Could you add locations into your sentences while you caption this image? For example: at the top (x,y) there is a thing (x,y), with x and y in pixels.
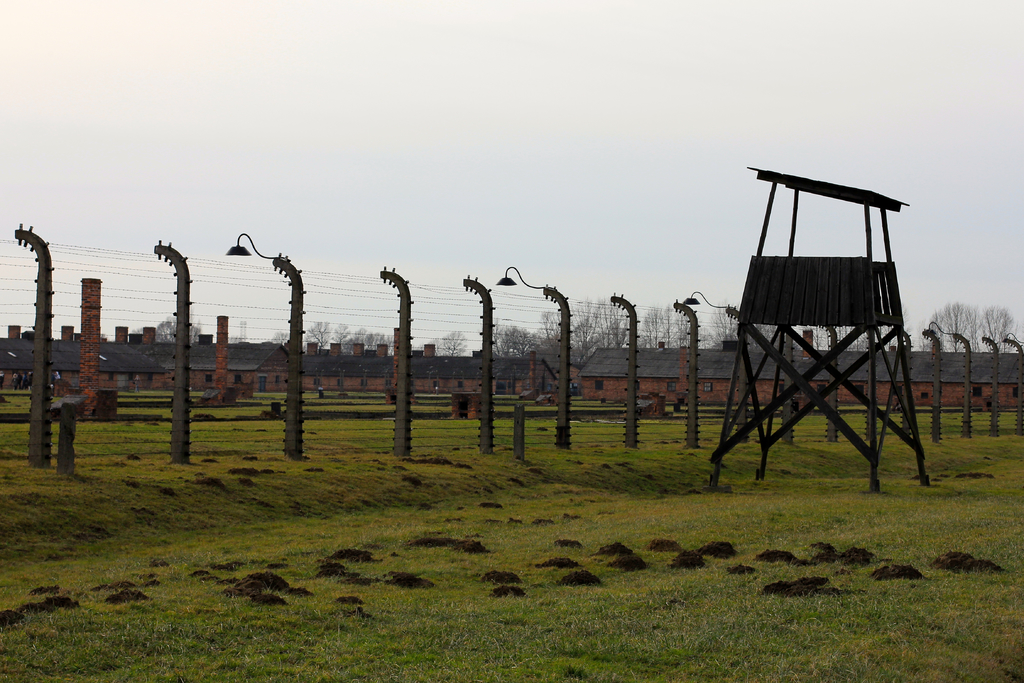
On the ground (363,455) there is grass (713,570). Also there is a fencing (488,316) with poles (402,338). On the poles (994,358) there are lights (697,300). Also there is a wooden stand (807,382). In the back (153,362) there are buildings (497,366), trees (658,308) and sky (662,120).
